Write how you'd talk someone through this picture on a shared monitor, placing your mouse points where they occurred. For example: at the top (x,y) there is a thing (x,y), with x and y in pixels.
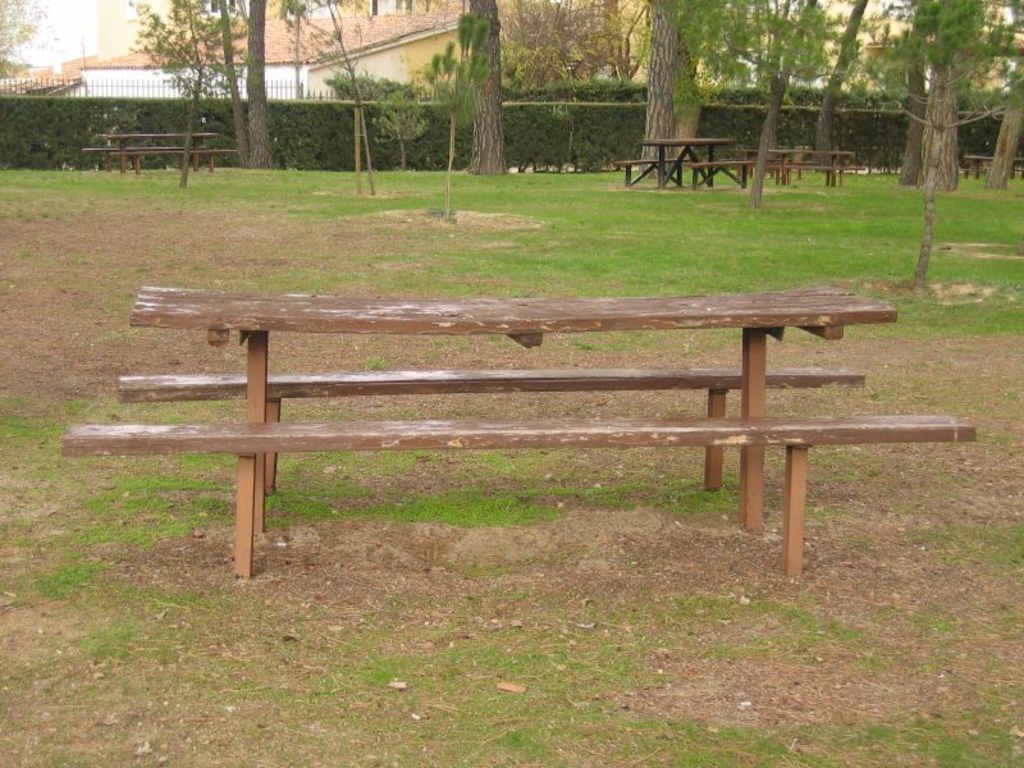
In this image I can see a wooden bench (443,302). Background (382,57) I can see few trees (475,145) in green color, a building (403,48) in white color and sky (63,17) also in white color.
